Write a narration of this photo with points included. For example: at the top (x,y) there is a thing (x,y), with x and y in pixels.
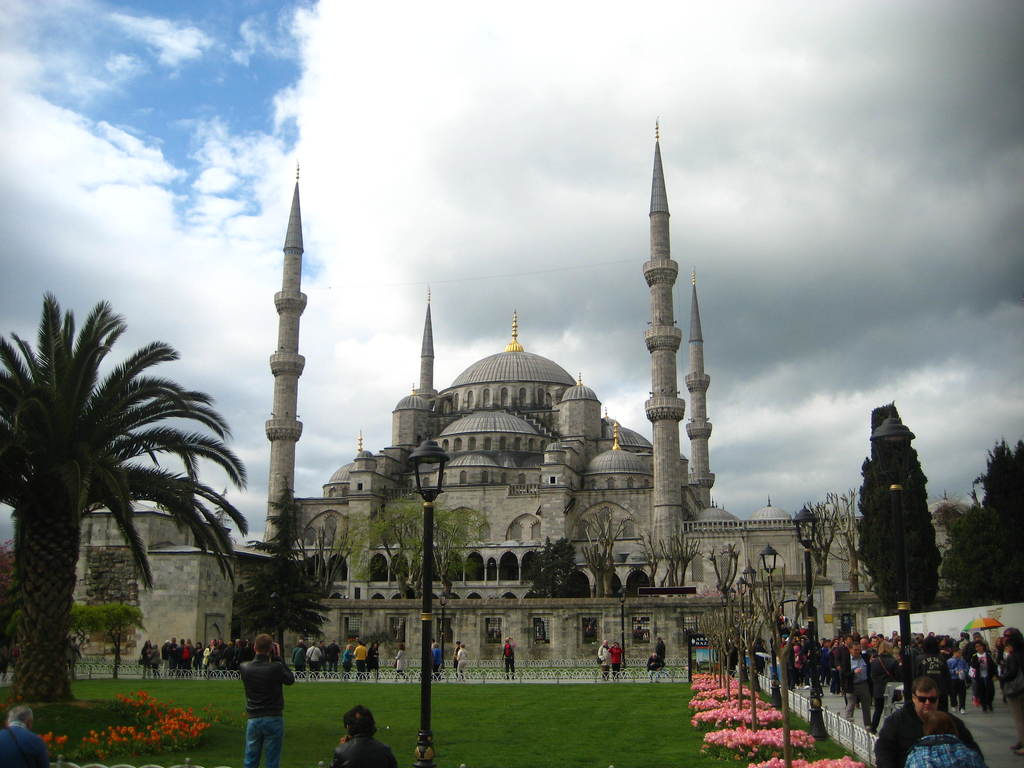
This image is taken outdoors. At the top of the image (230,191) there is the sky (460,202) with clouds (725,169). At the bottom of the image (560,759) there is a ground (498,761) with grass (293,732) on it and there are a few people (363,717) standing on the ground (325,701). In the middle of the image (442,420) there is an architecture (548,436). There are few trees (286,598) and plants (762,742) with leaves (110,503), stems (743,631) and branches (766,592). There is a pole (769,594) with a street light (771,553). Many people (986,704) are walking on the floor (992,736) and a few (327,655) are standing. There is a railing (868,742).
